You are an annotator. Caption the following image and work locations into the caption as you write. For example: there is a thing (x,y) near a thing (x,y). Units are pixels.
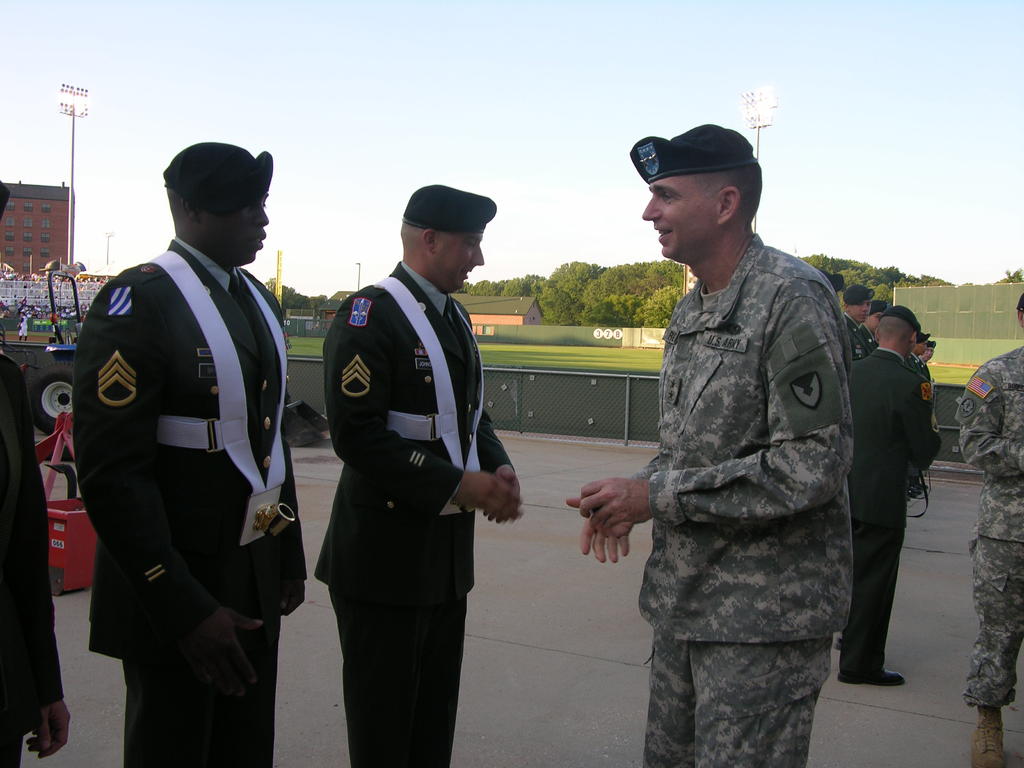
In this picture there are group of people (439,470) standing. In the foreground (762,429) there is a person (762,429) with military dress (794,302) is standing and he might be talking. At the back (583,398) there are buildings (56,212) and trees (296,303) and poles (69,234) and there is a vehicle (61,300) and there is a fence (567,389). At the top (386,141) there is sky (492,141). At the bottom (577,699) there is a road (489,764) and there is grass (660,366).
